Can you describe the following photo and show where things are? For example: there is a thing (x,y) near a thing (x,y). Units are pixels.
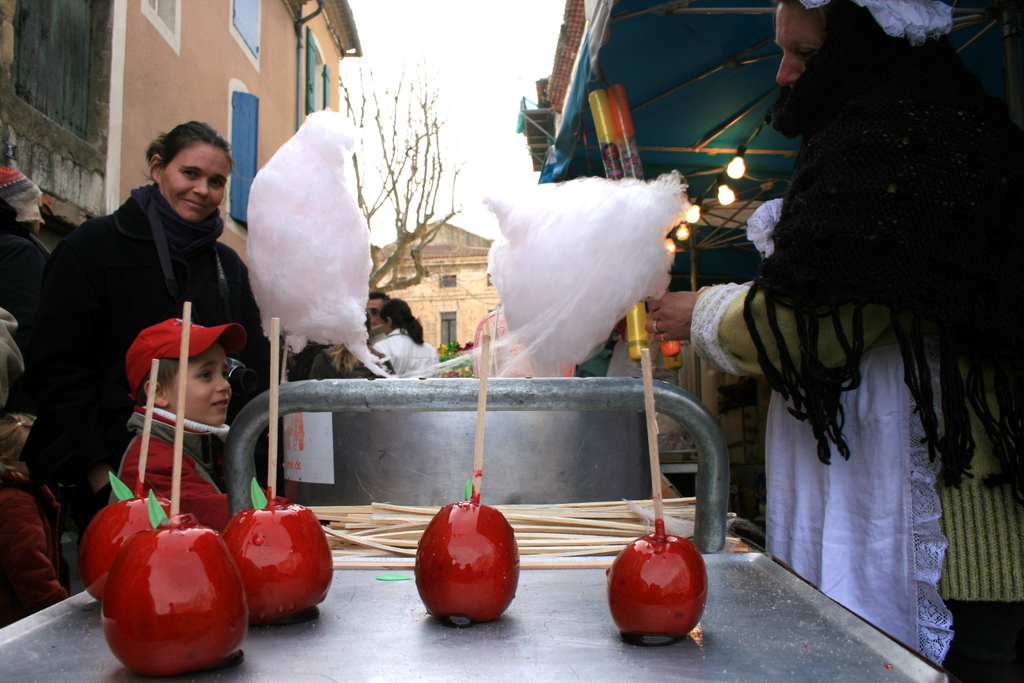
In this image I can see few fruits (229,593) in red color, background (199,190) I can see few persons (186,190) standing. I can also see a person (1020,410) holding a candy (620,208) and I can see few lights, buildings (267,70) in green, cream and white color, and the sky (456,101) is in white color.
